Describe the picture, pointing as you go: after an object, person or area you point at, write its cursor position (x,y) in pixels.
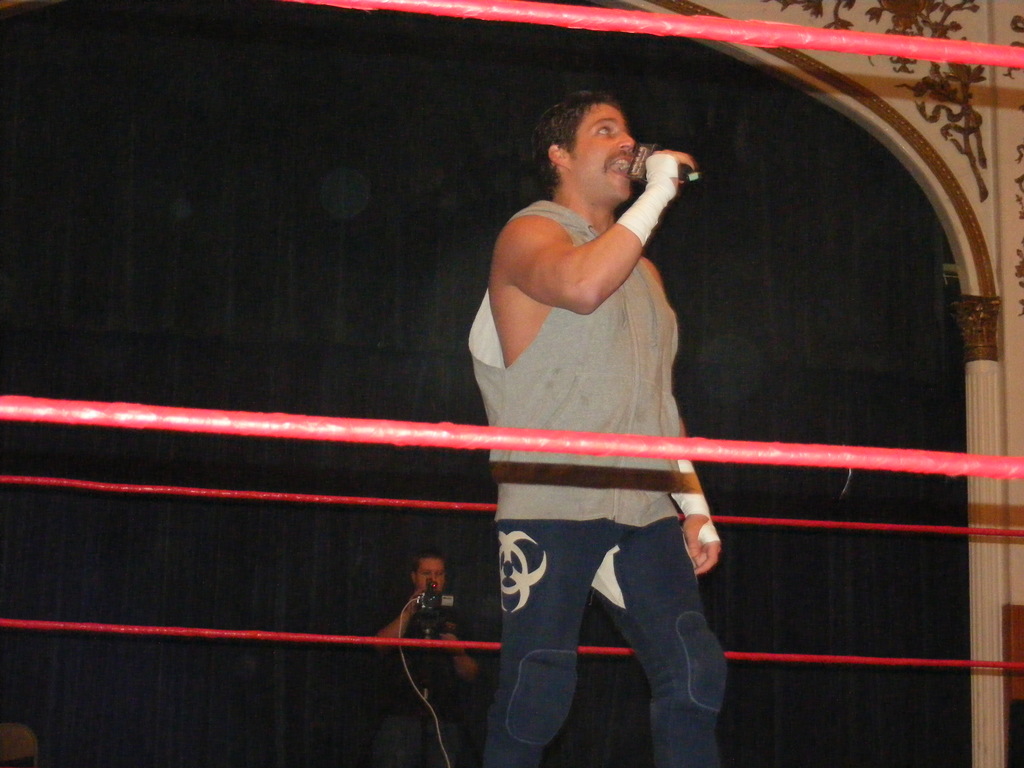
Here in this picture we can see a man (570,347) standing in a wrestling ring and speaking something in the microphone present in his hand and behind him we can see another man (435,582) standing with a video camera (435,626) in his hand (412,600).
